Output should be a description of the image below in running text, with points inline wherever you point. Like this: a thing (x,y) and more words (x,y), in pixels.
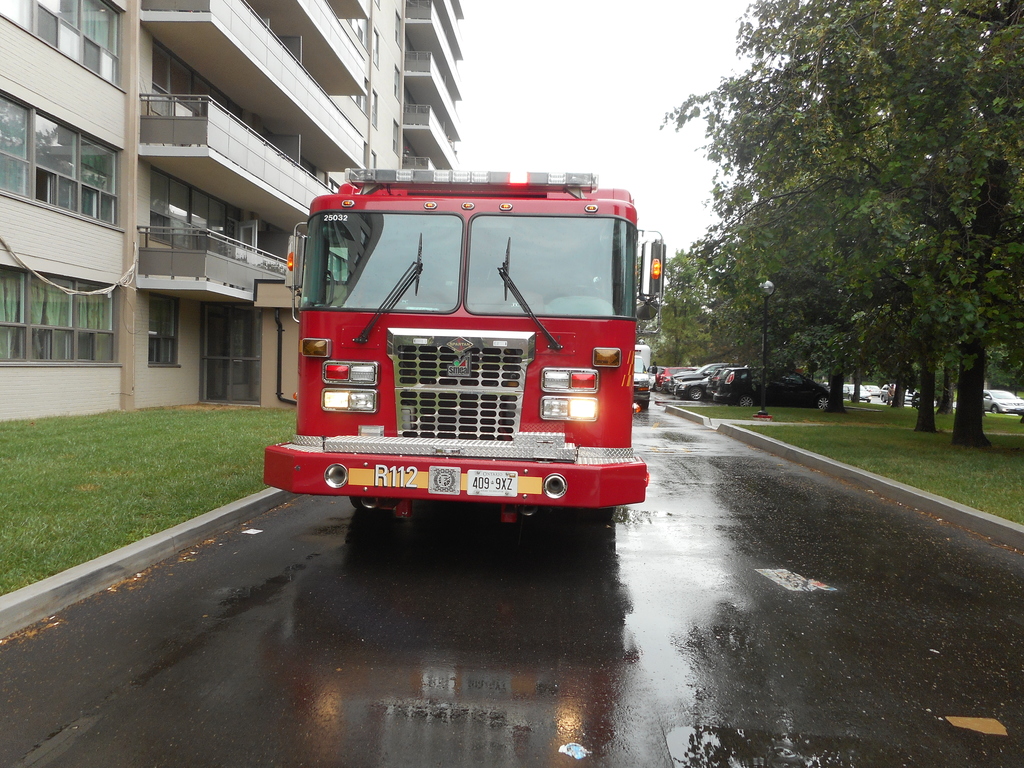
In the image there is a vehicle (528,425) moving on the road (559,530) and in the right side (716,399) some cars (723,392) are parked beside the garden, there are a lot of trees (874,314) around that garden (733,411), on the left side (66,243) there is a big building (163,325).
